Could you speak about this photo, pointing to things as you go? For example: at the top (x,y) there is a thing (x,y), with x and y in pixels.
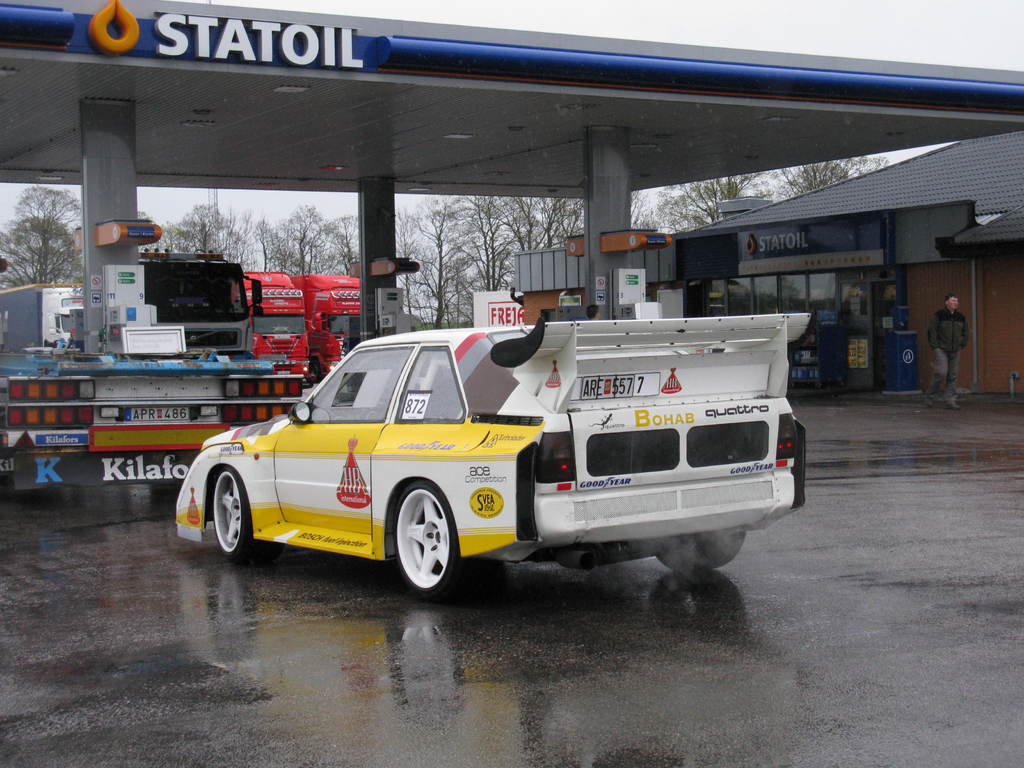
We can see vehicle (531,429) on the road (826,577), there is a person (952,399) walking. We can see oil bunk (601,90) and store (931,247). In the background (487,216) we can see vehicles (51,284), trees (425,269) and sky (353,215).
